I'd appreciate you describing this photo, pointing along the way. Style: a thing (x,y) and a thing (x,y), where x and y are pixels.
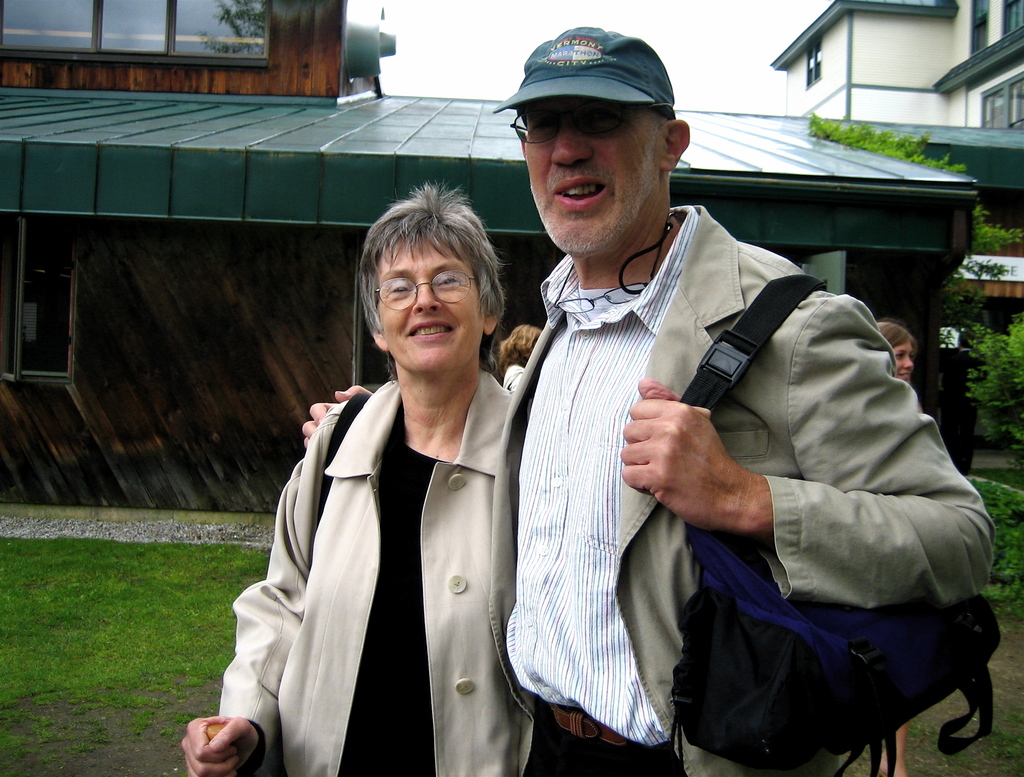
There is one woman (474,525) and a man (668,562) standing at the bottom of this image (845,526) and we can see buildings (852,268) and trees (989,346) in the background (353,294). There is a sky (430,73) at the top of this image (500,27). The person (685,537) standing on the right side (735,637) is holding a backpack (760,561).
